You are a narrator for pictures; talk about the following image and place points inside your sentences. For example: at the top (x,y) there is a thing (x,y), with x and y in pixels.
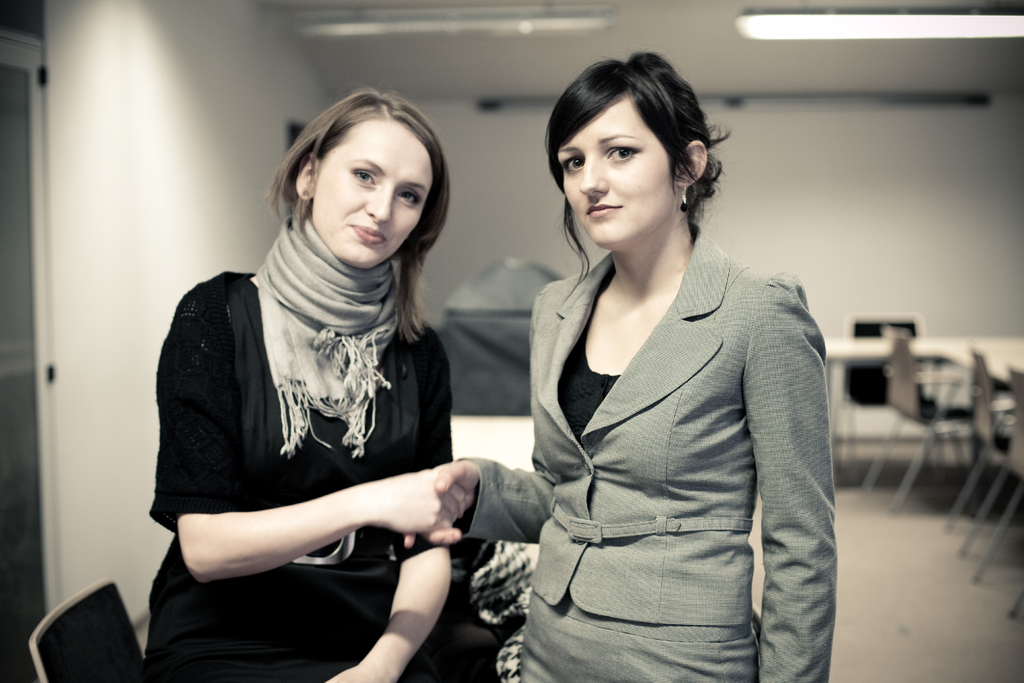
On the left side (291,513) a beautiful woman (397,490) is shaking hands (411,490), she wore black color dress (297,483). On the right side (744,358) there is another woman (709,454), she wore coat (724,537).
